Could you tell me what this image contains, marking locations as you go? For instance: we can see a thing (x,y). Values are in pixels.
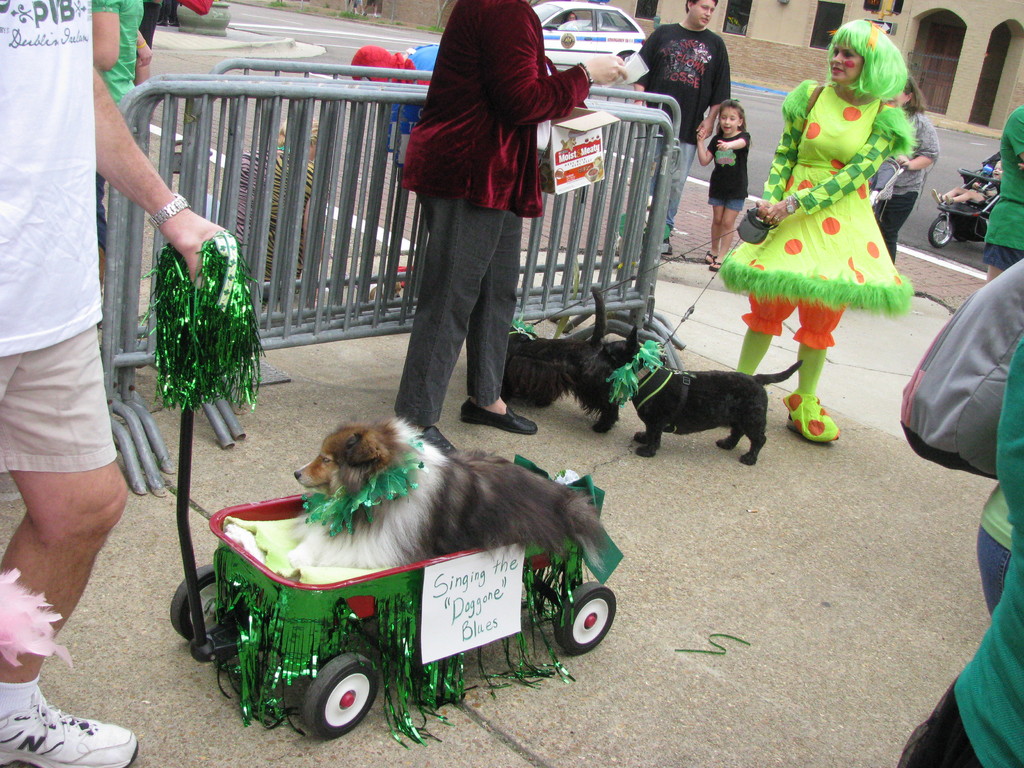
In the image on the floor (869,459) there are few dogs (557,371) and also there is a dog (311,512) inside the stroller (211,517). On the left side of the image (46,213) there is a man (74,193) with white t-shirt (43,88) is standing. And there are few people (474,200) standing on the floor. And also there are fencing (348,160). In the background (625,26) on the road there is a car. At the top of the image (807,42) there is a building (967,27) with walls (727,44) and pillars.
